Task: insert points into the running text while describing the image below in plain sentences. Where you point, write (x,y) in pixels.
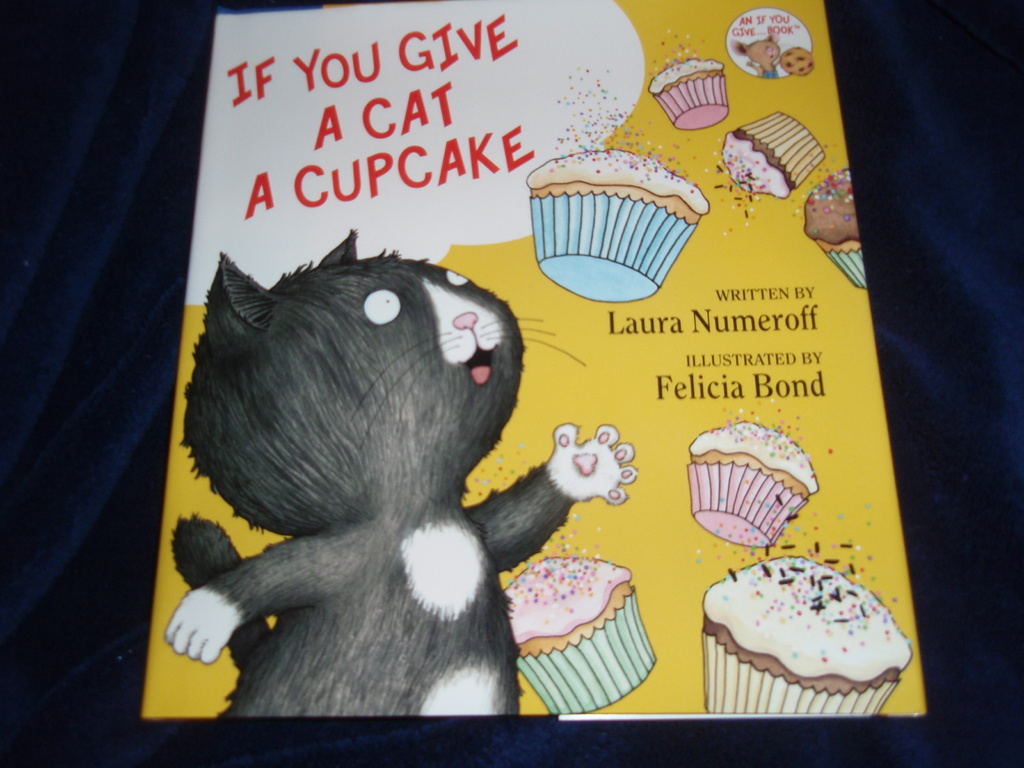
In this image I can see a cartoon image (444,456) of a cat (392,475) and food items (589,223) on a yellow color board (597,302). I can also see something written on this object (540,403). The background of the image (24,673) is dark.
